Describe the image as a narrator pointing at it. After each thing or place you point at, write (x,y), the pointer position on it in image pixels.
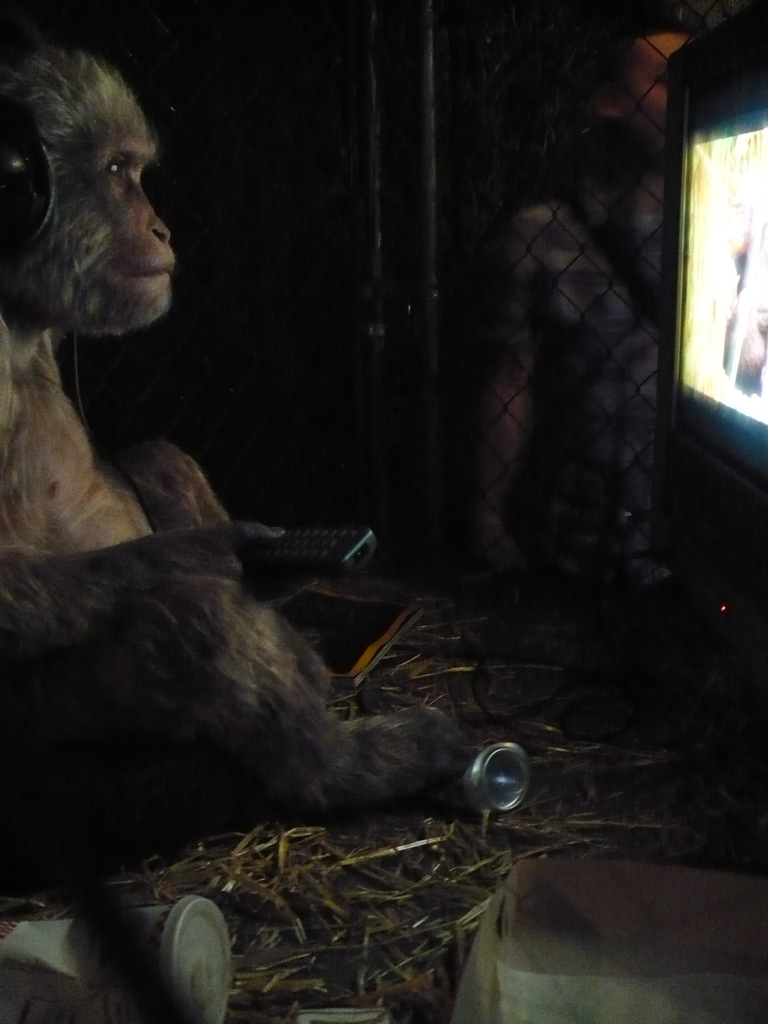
In this image we can see an animal (173,577) holding a remote (297,558). At the bottom (477,791) there are tins (185,996) and grass (371,891). On the right (699,462) there is a screen (693,412). In the background (561,413) there is a mesh (607,412).
